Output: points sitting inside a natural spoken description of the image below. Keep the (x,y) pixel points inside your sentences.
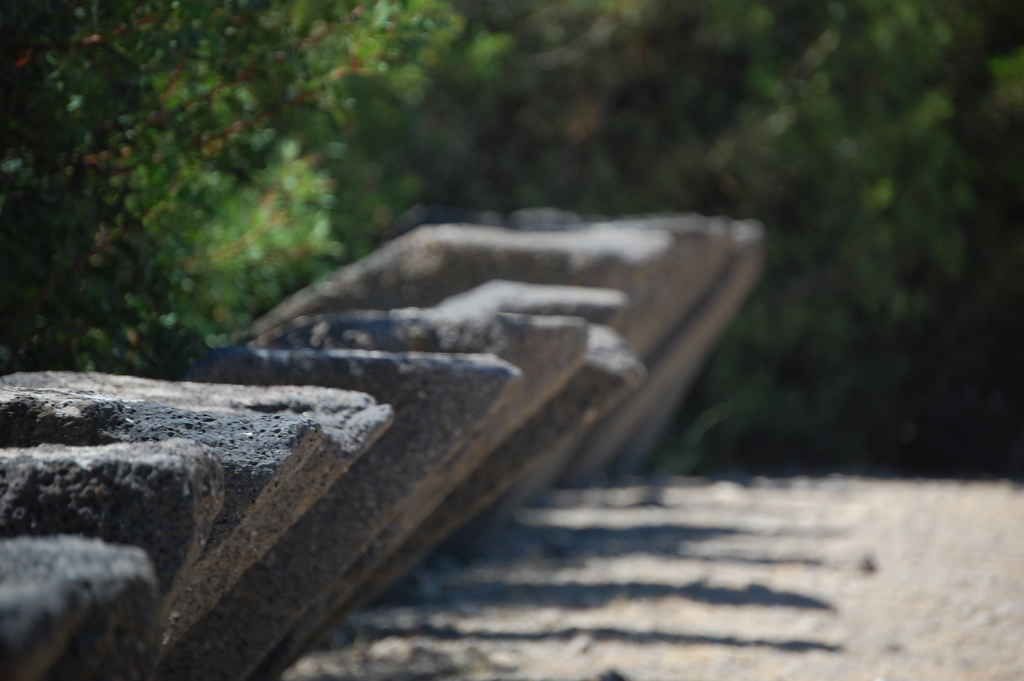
In this image in the front (323,392) there are stone slabs (443,421) and in the background (508,161) there are trees (547,117).
